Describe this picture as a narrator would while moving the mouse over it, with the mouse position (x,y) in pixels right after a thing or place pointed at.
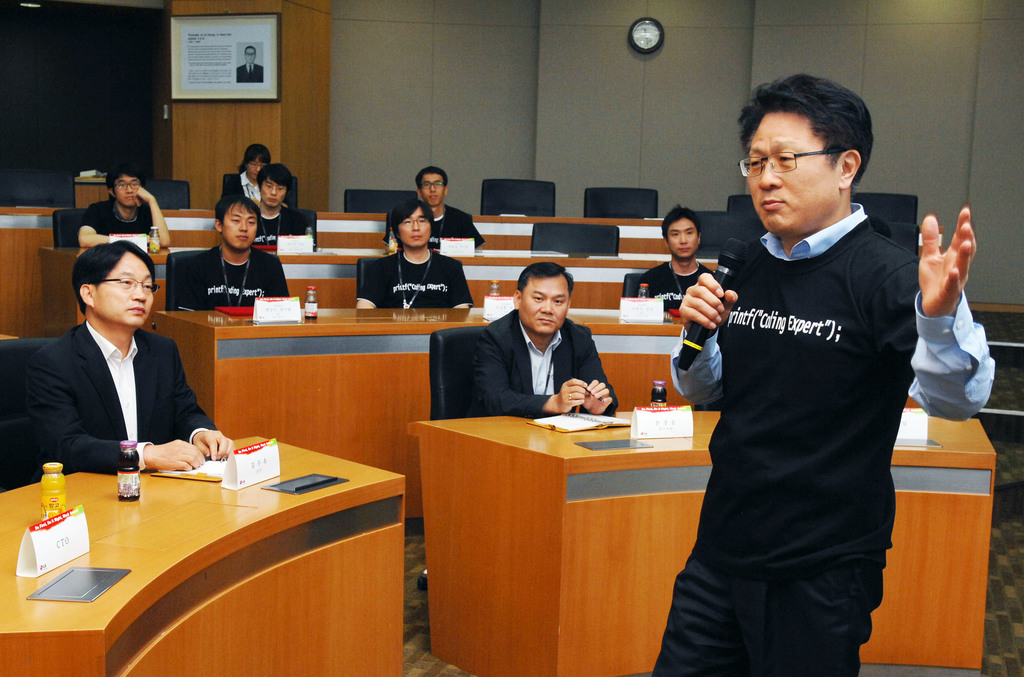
We can see frame (230,70) and clock (647,49) on a wall (527,100). Here we can see all the persons (139,433) sitting on chairs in front of a table (523,479) and on the tables (268,543) we can see boards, bottles (54,511), book (584,427). This is a floor (1001,569). We can see a man (802,159) wearing spectacles (794,160), holding a mike (681,365) in his hand (711,296) and talking.
